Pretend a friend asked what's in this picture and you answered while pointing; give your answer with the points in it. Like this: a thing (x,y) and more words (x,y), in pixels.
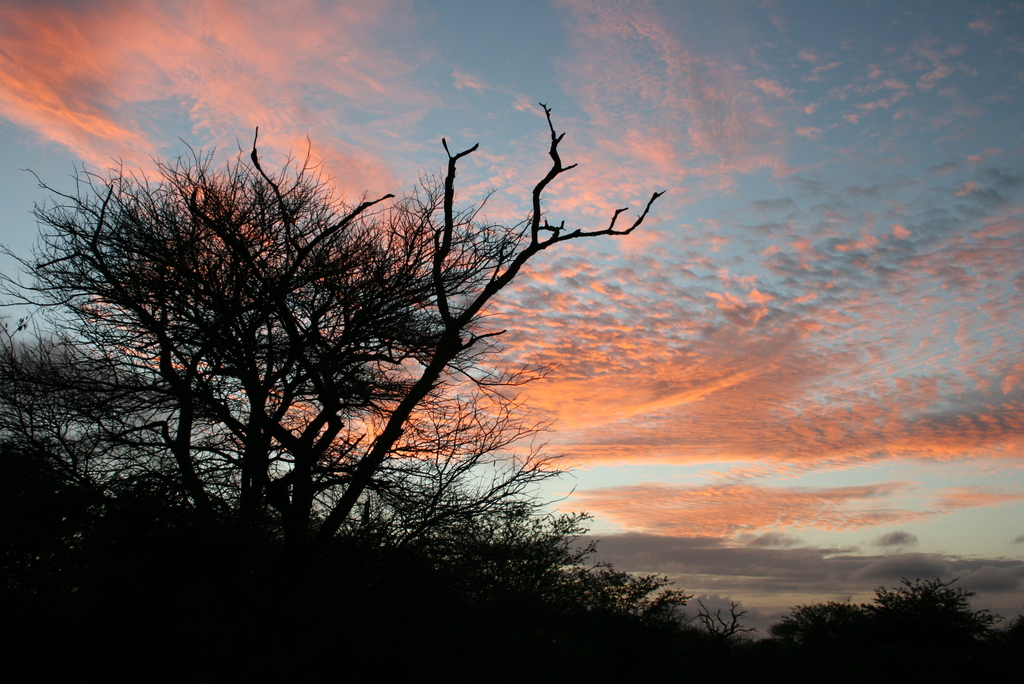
In this image, we can see so many trees (319,629). Background (987,411) there is a cloudy sky (742,339).
